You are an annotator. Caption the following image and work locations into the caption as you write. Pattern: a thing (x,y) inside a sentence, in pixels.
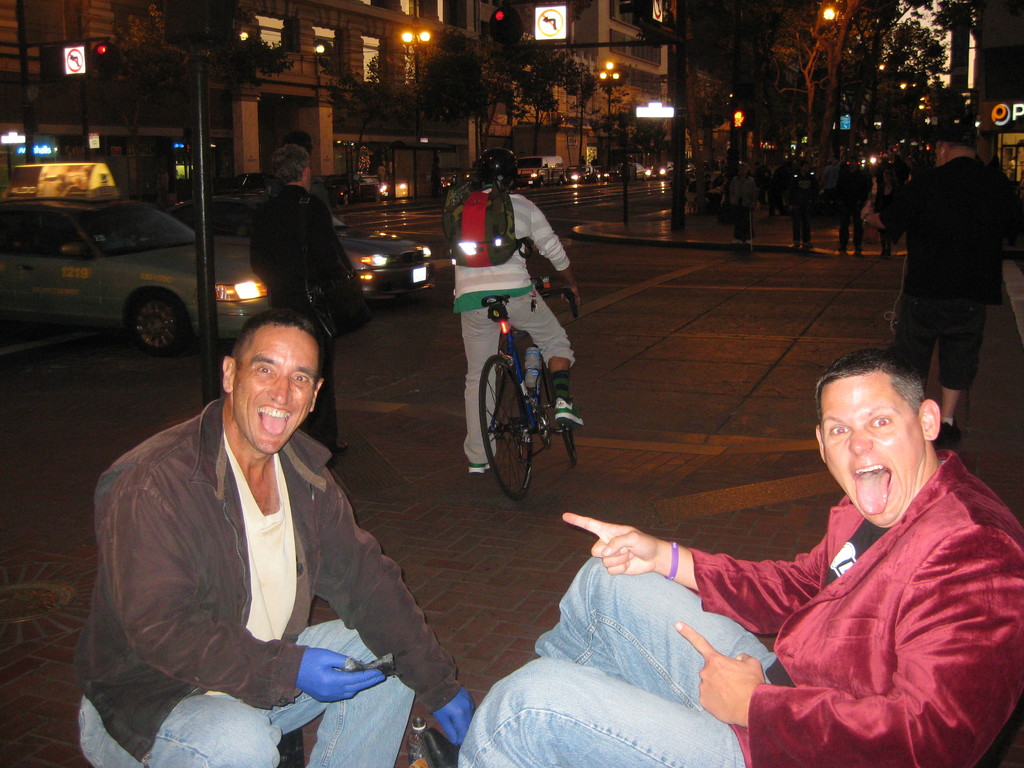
In this image I see 2 men (274,394), in which this man (312,523) is smiling and this man (824,388) kept his tongue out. In the background (246,25) I see few people (745,191) and this man (506,283) is on the cycle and I see cars (176,313), traffic signals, lights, trees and the buildings (1018,27).
